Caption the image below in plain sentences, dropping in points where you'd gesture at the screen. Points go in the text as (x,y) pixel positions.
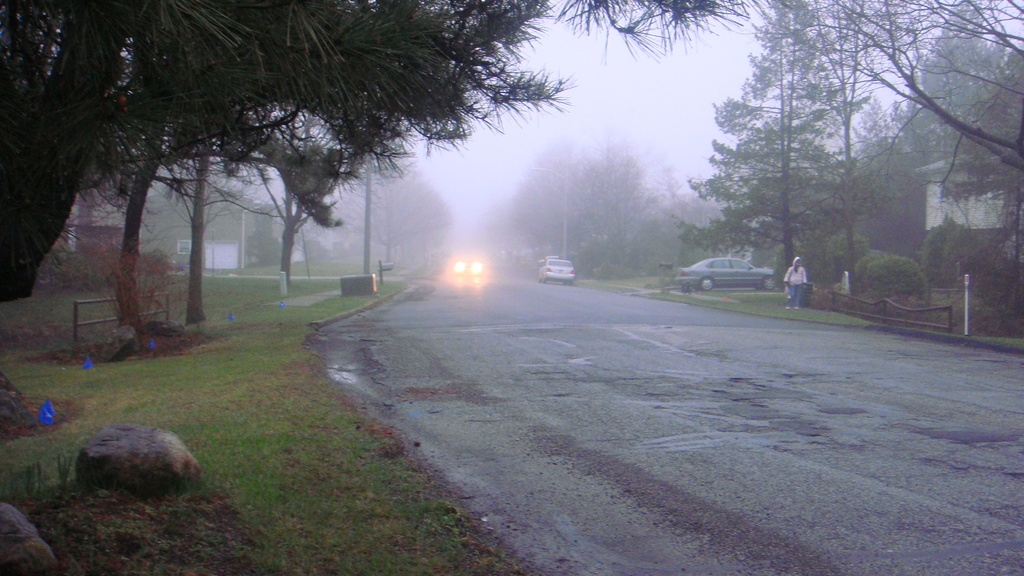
In this image, we can see few vehicles (555,274), houses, road (496,290), trees (44,245), plants (1004,257), poles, grass (309,419), stones (5,560). Here a person (794,285) is standing. Background (644,137) there is a sky (656,104).
